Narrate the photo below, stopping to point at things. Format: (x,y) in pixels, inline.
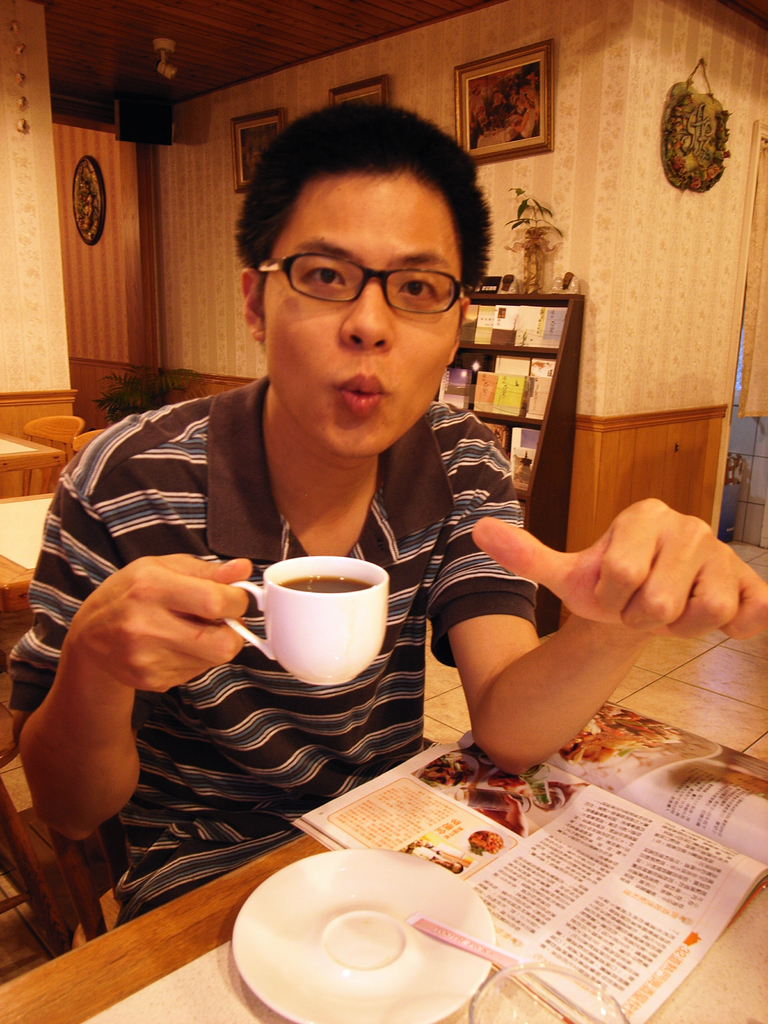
In this image in the foreground (304,453) there is one man (205,755) who is sitting on a chair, and he is holding a cup (332,613). In the cup (374,571) there is drink (307,581) and in front of him there is a table (708,980), on the table (719,972) there is a saucer (435,880) book (568,825) and glass (483,1017). In the background (548,437) there is a cupboard (545,428) and there are some books (510,322), photo frames (503,106), some Idol (525,263), objects (532,269) and there is a wall (613,151) and some tables (50,460) and chairs (47,436).
